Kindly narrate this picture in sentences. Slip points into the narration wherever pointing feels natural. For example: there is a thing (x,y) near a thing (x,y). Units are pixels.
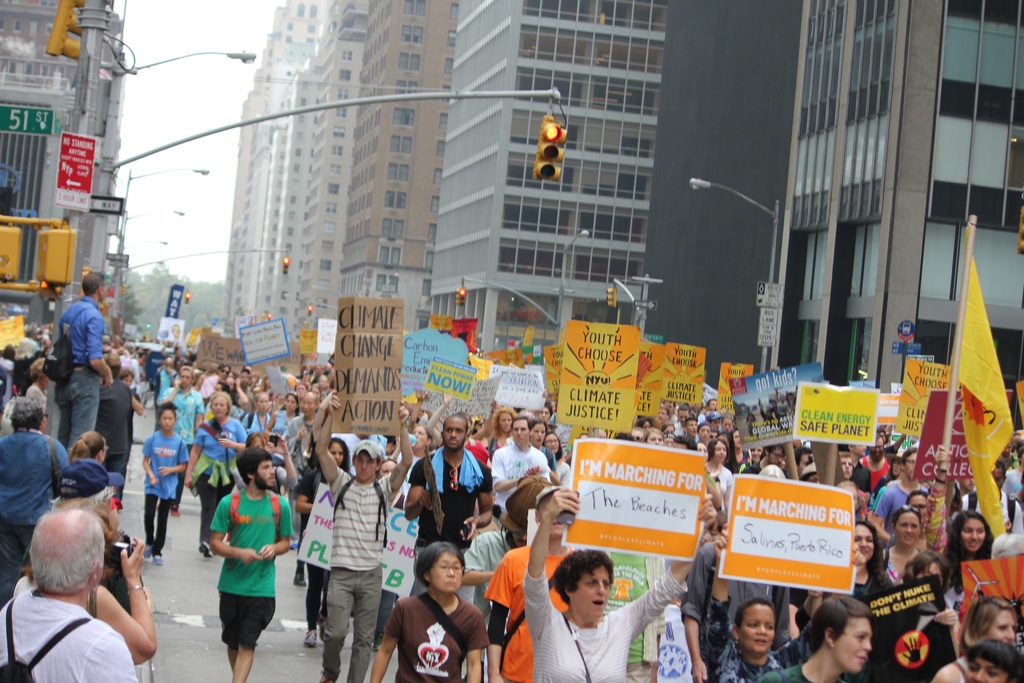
In this image we can see some group of persons (155,507) standing and walking through the road (184,543), holding some boards (871,598) in their hands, sloganeering and in the background of the image (441,97) there are some traffic signals (57,279), street light poles (94,216), buildings (798,94) and trees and top of the image (202,125) there is clear sky (195,220).
